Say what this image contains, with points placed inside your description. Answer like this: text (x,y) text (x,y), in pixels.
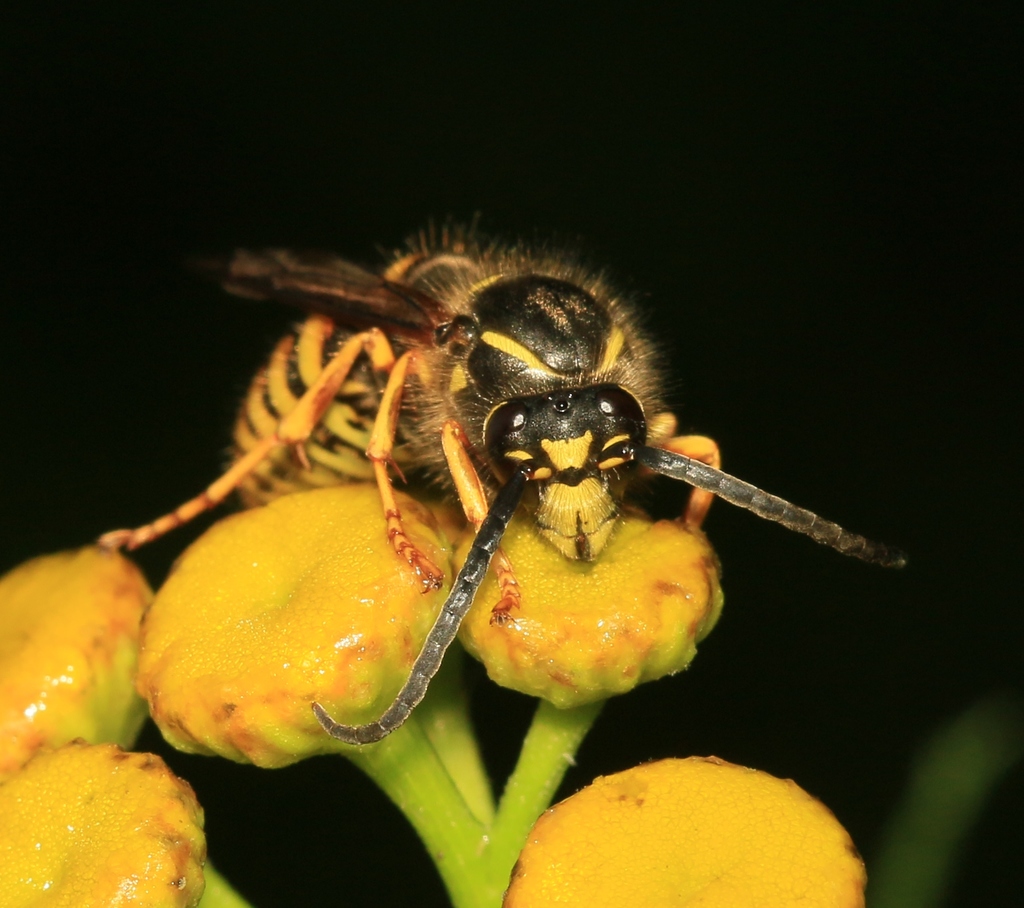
In this image we can see an insect (531,466) on the flower buds (478,625).
